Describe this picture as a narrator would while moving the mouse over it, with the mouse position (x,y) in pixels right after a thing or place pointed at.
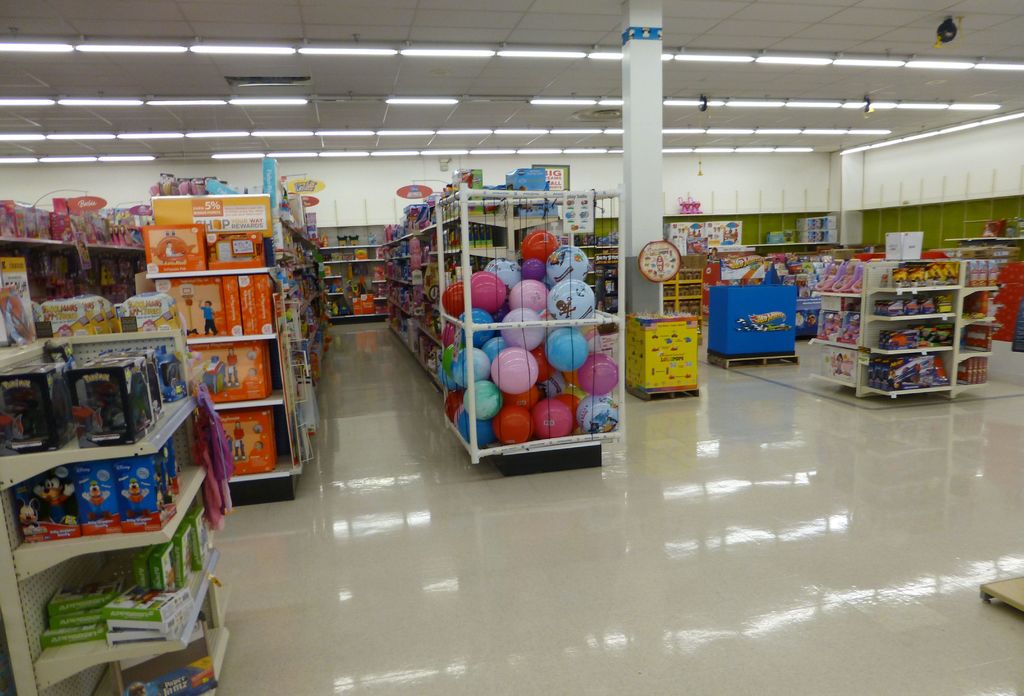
There are racks (951,374) in the foreground area of the image (527,379), which contains different types of items (510,360), there is a pillar (639,128) and lamps (935,109) on the roof (565,66) at the top side (910,62).
